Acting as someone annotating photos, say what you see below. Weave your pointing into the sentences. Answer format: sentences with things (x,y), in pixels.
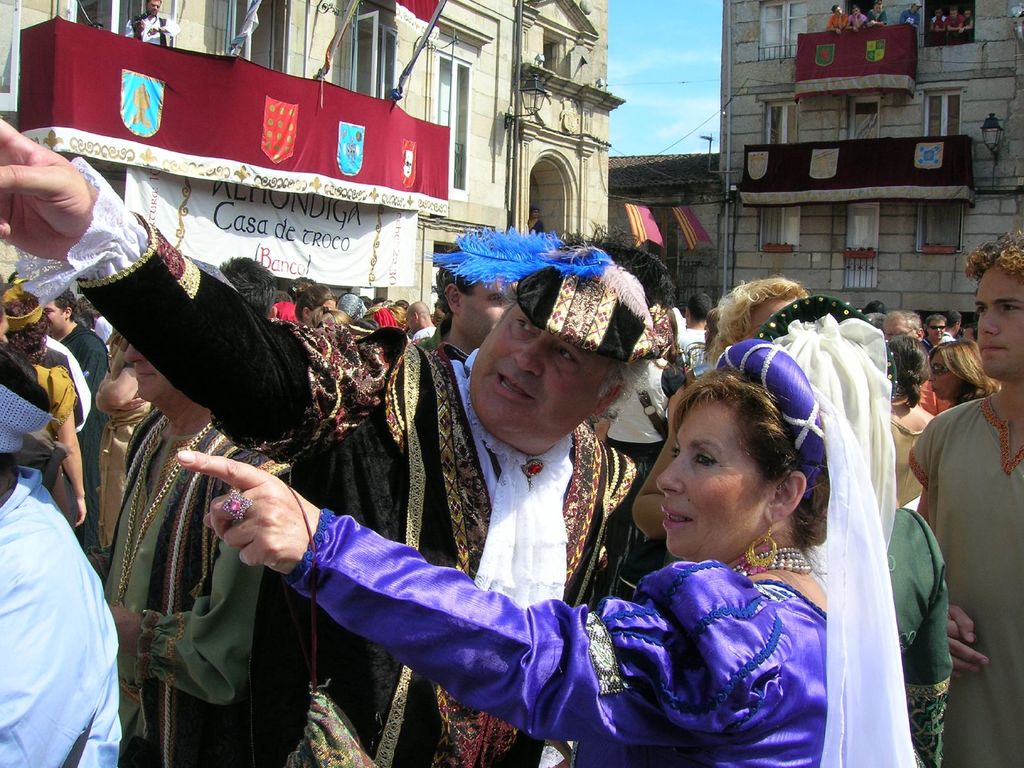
In this picture I can see a woman (824,701) and a man (363,719) in front (411,765) who are wearing costumes (351,502) and behind them I can see number of people (16,297). In the background (62,110) I can see the buildings (661,201) and I see few flags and a banner (273,218) on which there is something written. On the top of this picture (645,78) I can see the sky (652,80).
